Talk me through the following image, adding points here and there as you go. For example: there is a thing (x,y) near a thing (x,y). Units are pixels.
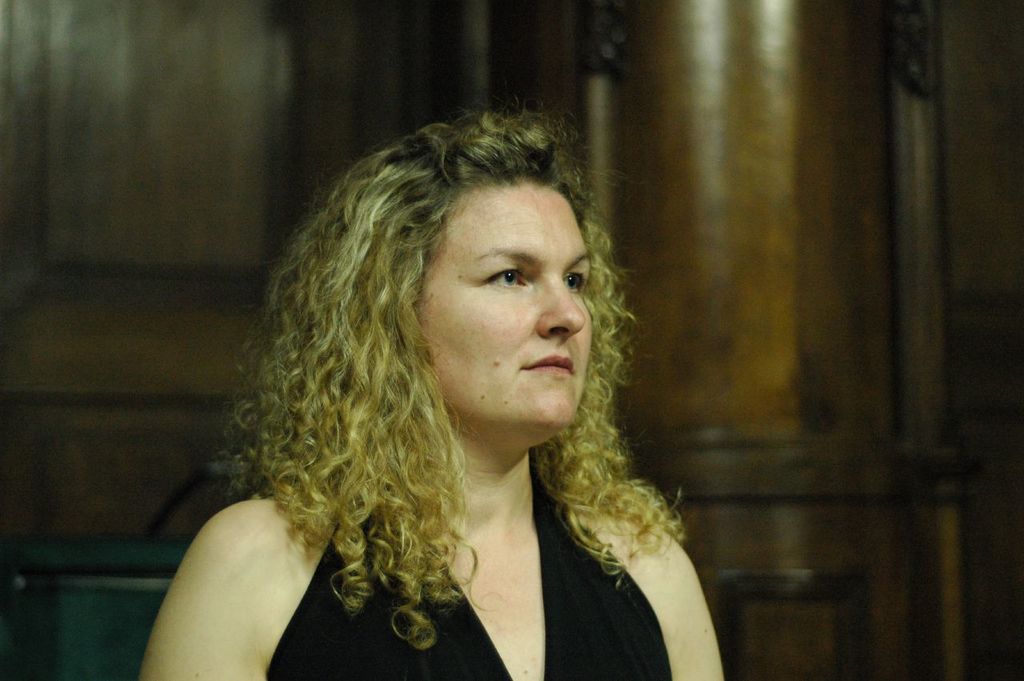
In the center of the image (493,446) there is a woman (480,578) with black dress (571,637) and a golden hair (388,487). The background (250,77) is blurry.
